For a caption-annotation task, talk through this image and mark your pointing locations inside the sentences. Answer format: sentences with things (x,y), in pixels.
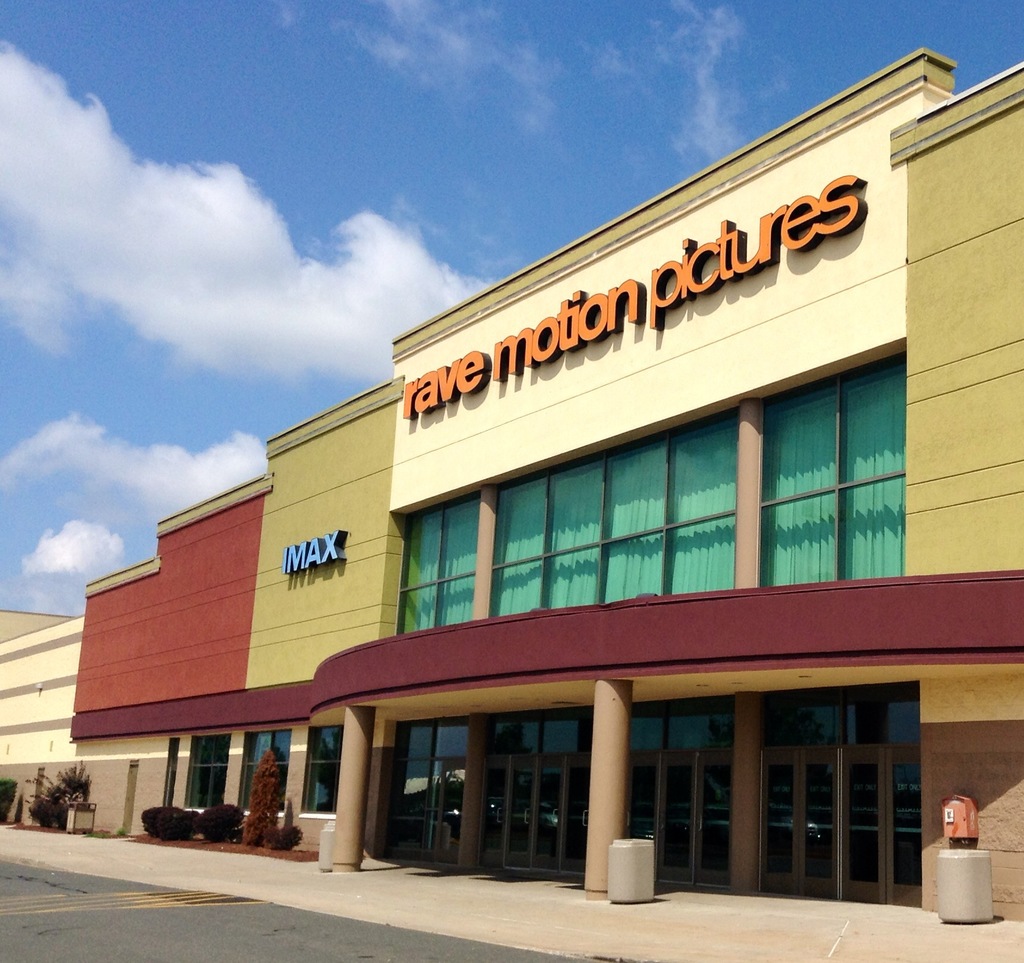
In this image we can see a building (561,519) with the sign boards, some pillars (746,420) and the windows (657,726). We can also see a device (951,826) on the stand (972,907), a container (981,898), a pathway (135,878) and the sky (196,426) which looks cloudy.
